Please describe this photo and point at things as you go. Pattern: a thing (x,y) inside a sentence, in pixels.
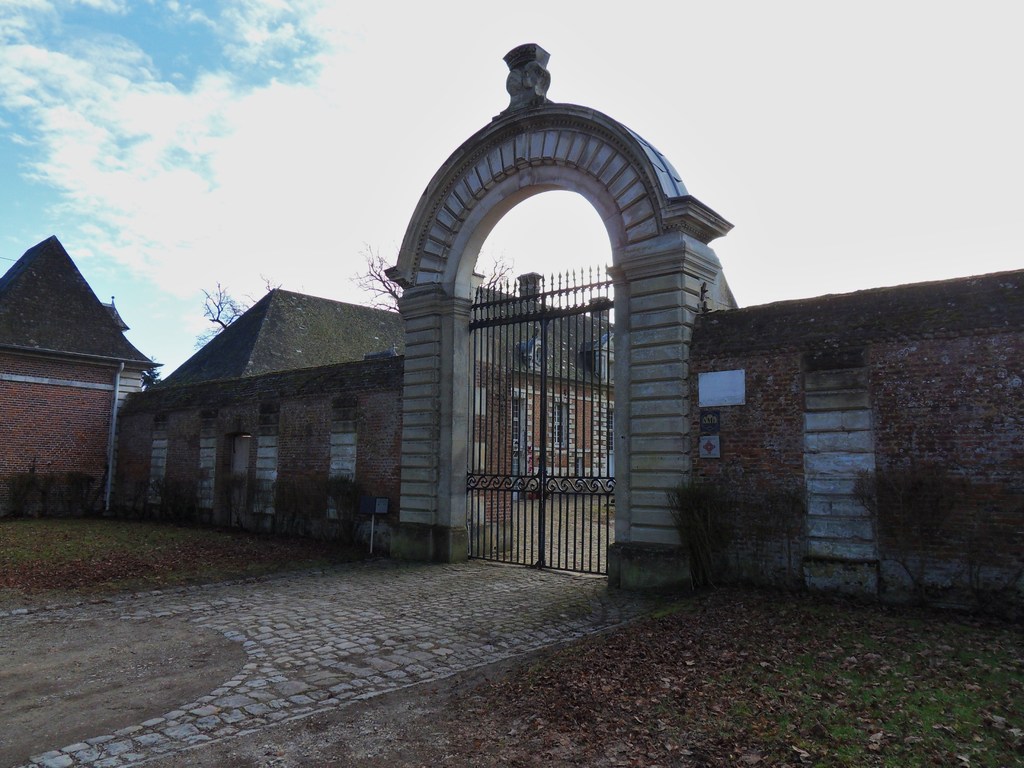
In this image we can see a wall (783,428) and a gate (561,483). Through the gate (543,408) we can see a house (549,395) and in front of the wall (378,459) we can see few plants (298,524). On the left side (77,474), we can see a house (35,454) and plants (49,504). At the top (408,145) we can see the sky (407,180). In the background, we can see few trees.
